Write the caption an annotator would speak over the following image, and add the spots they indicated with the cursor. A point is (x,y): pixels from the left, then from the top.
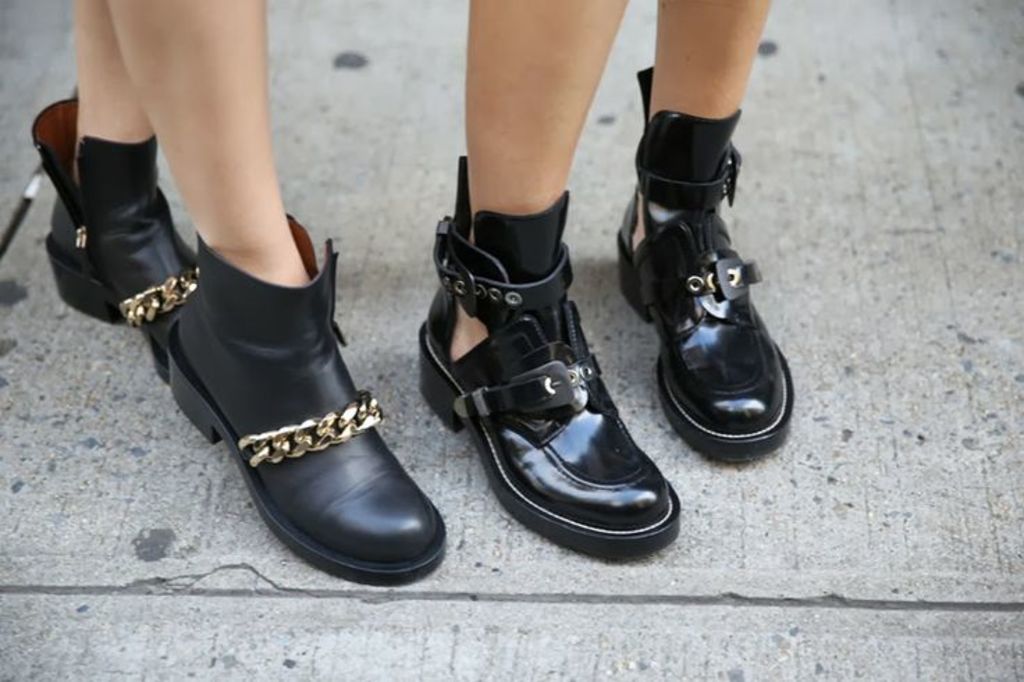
In this image there are legs (147,212) of two people (133,212) wearing shoes (328,322).
